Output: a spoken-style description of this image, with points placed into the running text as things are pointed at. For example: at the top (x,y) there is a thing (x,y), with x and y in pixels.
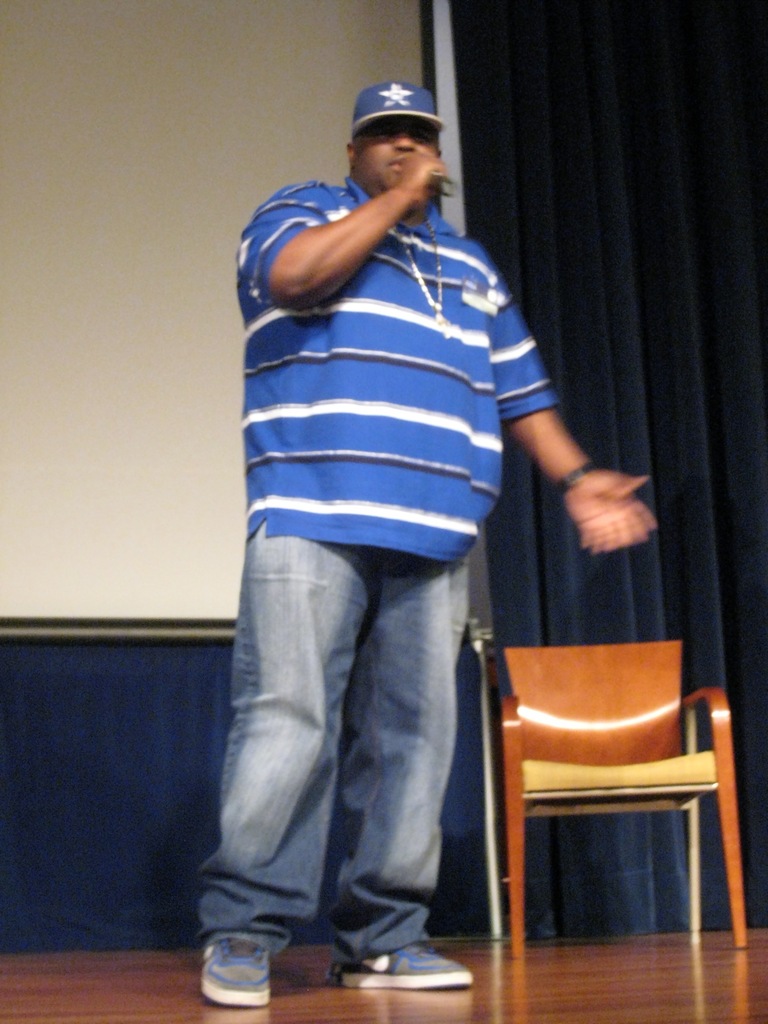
In this picture we can see a man (249,479) is holding an object (450,181) and he is explaining something. Behind the man (381,676), there is a chair (591,697), projector screen (187,249) and the curtain (565,194).
